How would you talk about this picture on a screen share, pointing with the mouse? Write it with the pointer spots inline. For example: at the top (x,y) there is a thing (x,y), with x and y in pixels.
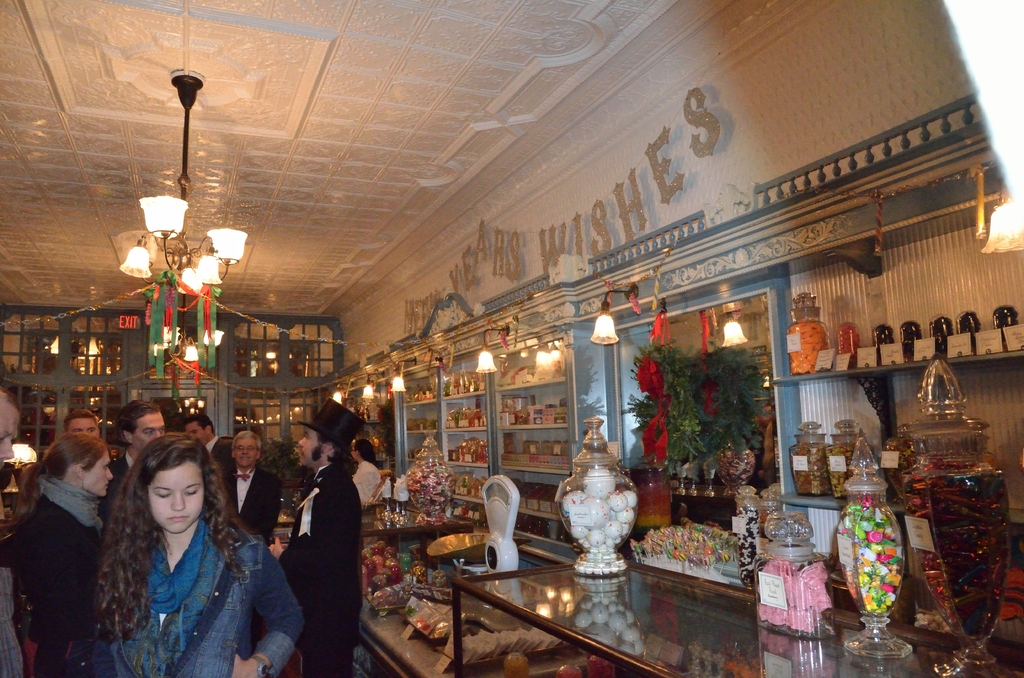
This picture describes about group of people (228,529), beside to them we can find few jars (599,558), weighing machine (504,555) and other things (397,501) on the tables (544,569), in this we can find few plants (270,449) and lights (213,271), and also we can find few bottles (823,458) and other things (555,408) in the racks (573,425).
